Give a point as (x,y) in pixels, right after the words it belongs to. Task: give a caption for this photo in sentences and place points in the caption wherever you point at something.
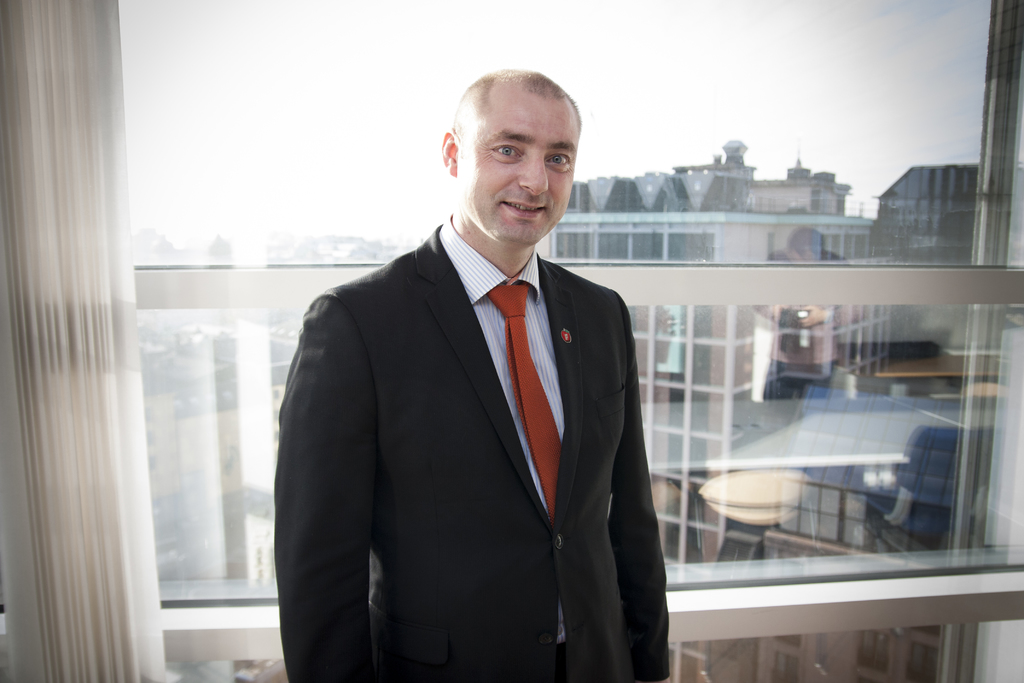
In the image we can see the man (464,400) standing in the middle of the image (423,380) and the man (411,411) is wearing clothes (407,392), and he is smiling. Here we can see window curtains (38,296) and the window (234,204), out of the window (759,228) we can see the buildings (756,197) and the sky (706,58).
